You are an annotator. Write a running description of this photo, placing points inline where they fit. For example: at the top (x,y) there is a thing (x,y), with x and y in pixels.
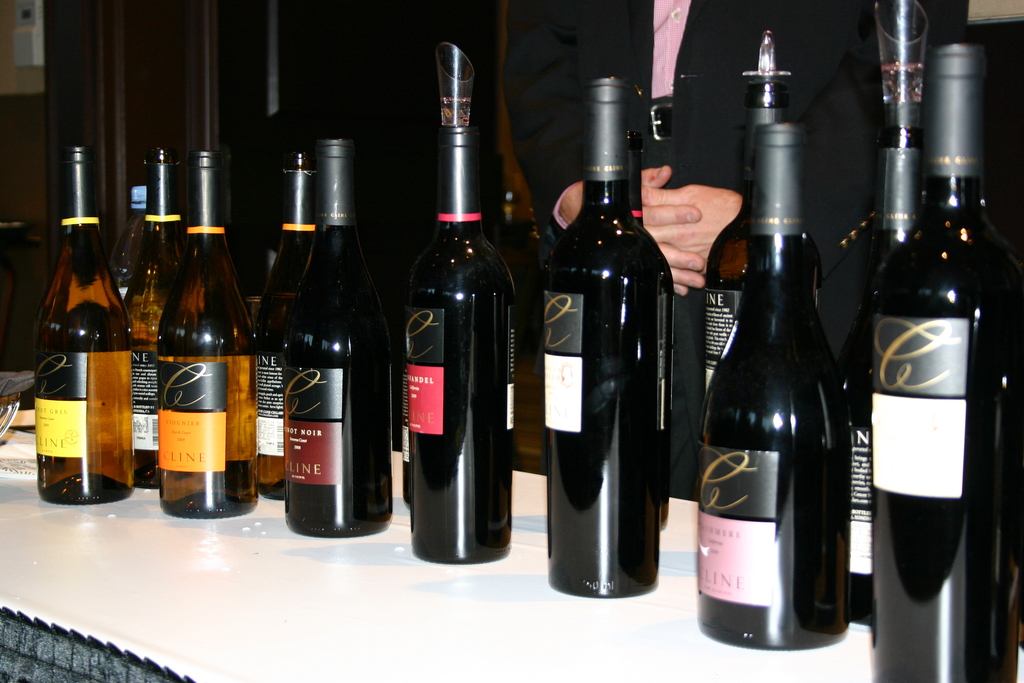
In this image I see number of bottles (75,259) and I see a person (528,112) behind the bottles (457,177).
